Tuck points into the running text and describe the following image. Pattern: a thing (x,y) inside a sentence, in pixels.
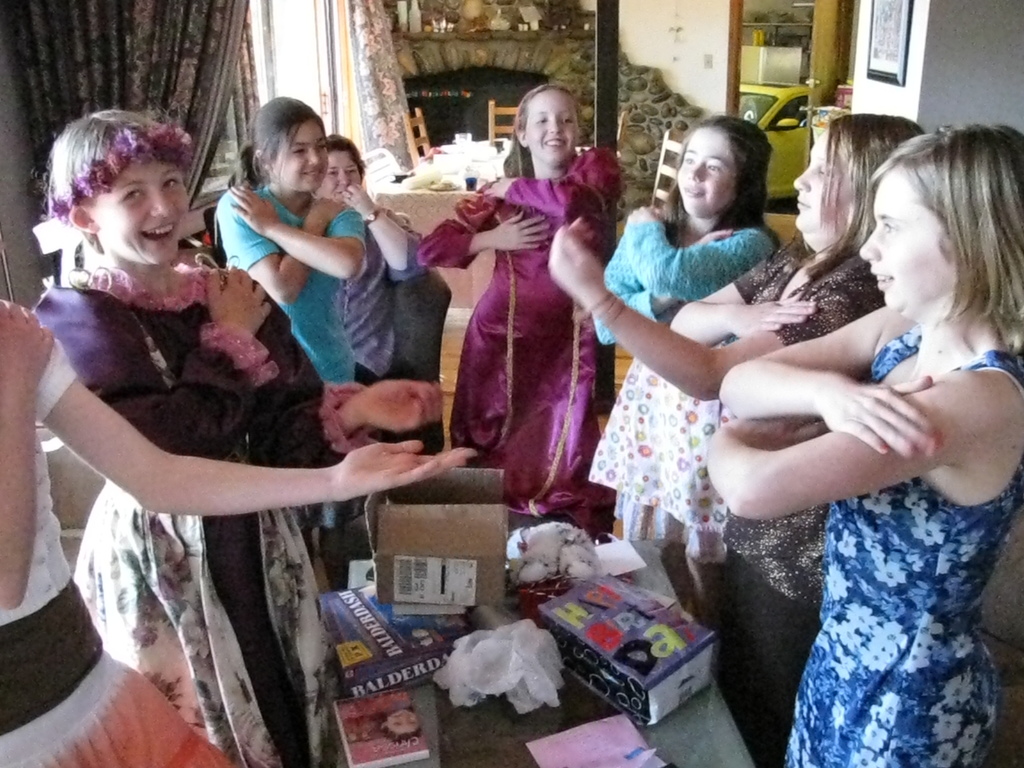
In the image there are many girls (144,369) standing and they are playing games. In front of them there is a table (438,764) with a few items (426,567) on it. In the background (165,27) there are few items (445,26) like curtains (119,59), windows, outside the door (832,32) there is a car (765,115) and also to the pillar (936,14) there is a frame (879,46).
